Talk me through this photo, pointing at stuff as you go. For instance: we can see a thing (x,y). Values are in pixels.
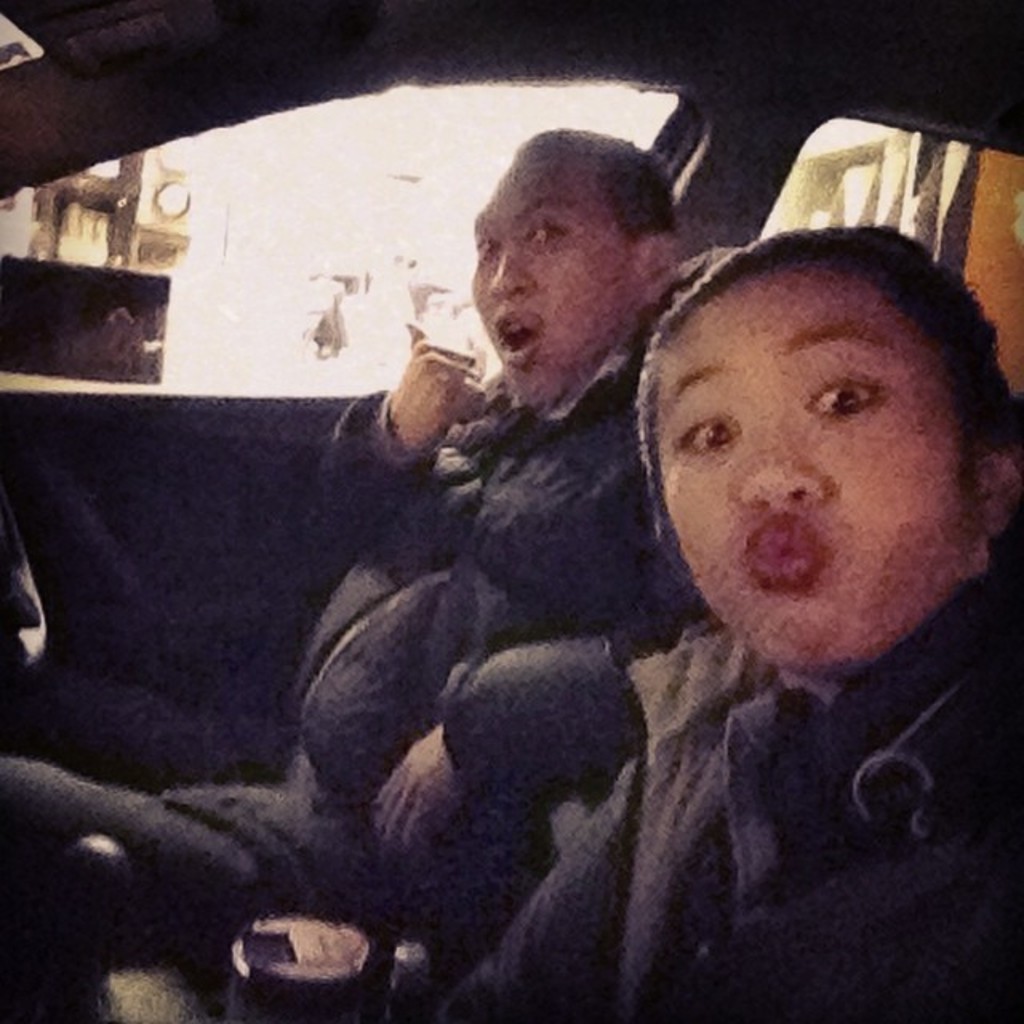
This is the inner view of a vehicle (146,553). In this vehicle (310,1), there is a person (572,581) and a woman (764,578) sitting on the seats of the vehicle (96,756). This vehicle (699,28) is having side doors (190,403), which are having glass windows (397,140) and a roof (618,22).
